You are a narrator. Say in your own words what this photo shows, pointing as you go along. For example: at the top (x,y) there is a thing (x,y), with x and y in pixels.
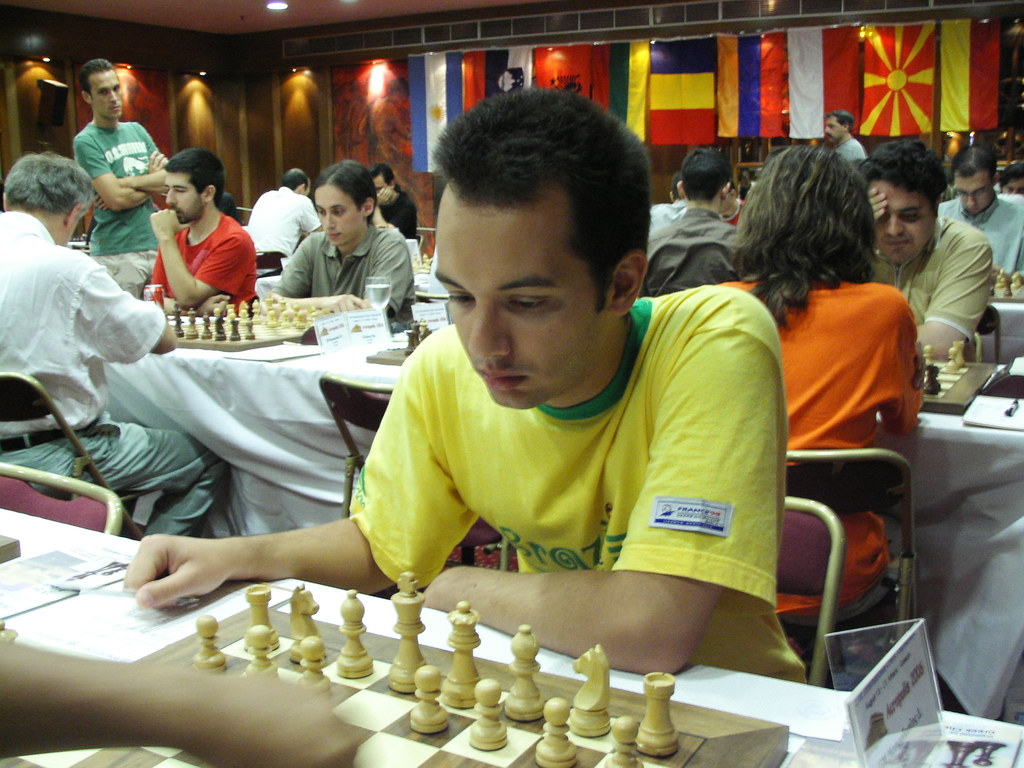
In this picture I can see a group of people (643,472) are sitting on the chairs (793,453) and playing the chess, on the left side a man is standing. In the background (428,72) I can see the lights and the flags (686,122).
